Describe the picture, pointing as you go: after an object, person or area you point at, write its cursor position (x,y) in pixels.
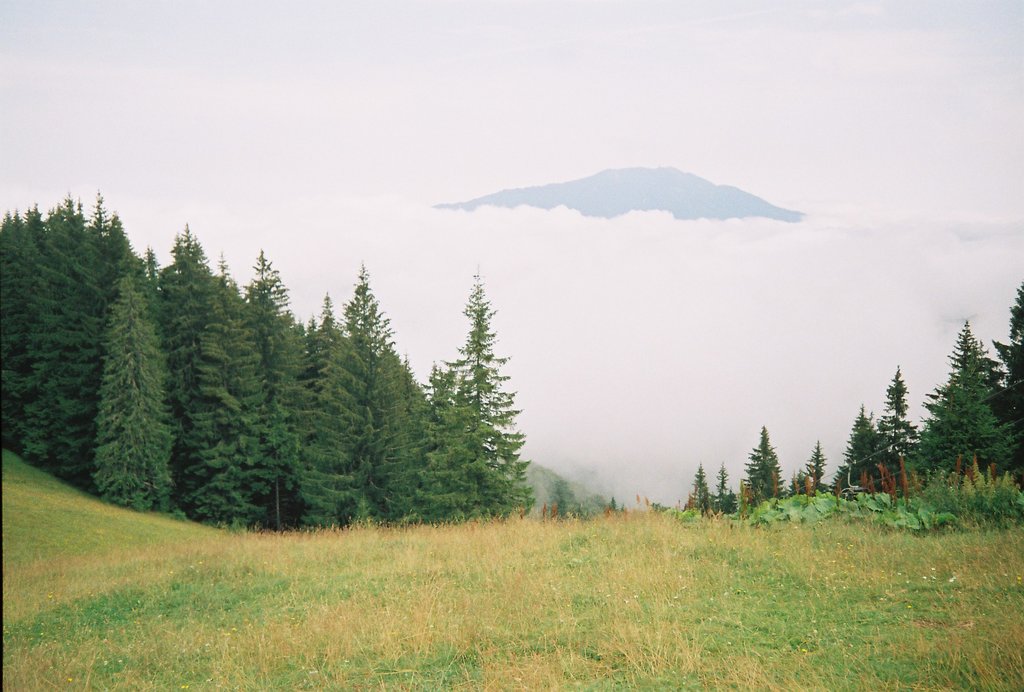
In this picture we can see the grass (438,577), trees (939,417) and in the background (273,148) we can see the sky (247,157).
